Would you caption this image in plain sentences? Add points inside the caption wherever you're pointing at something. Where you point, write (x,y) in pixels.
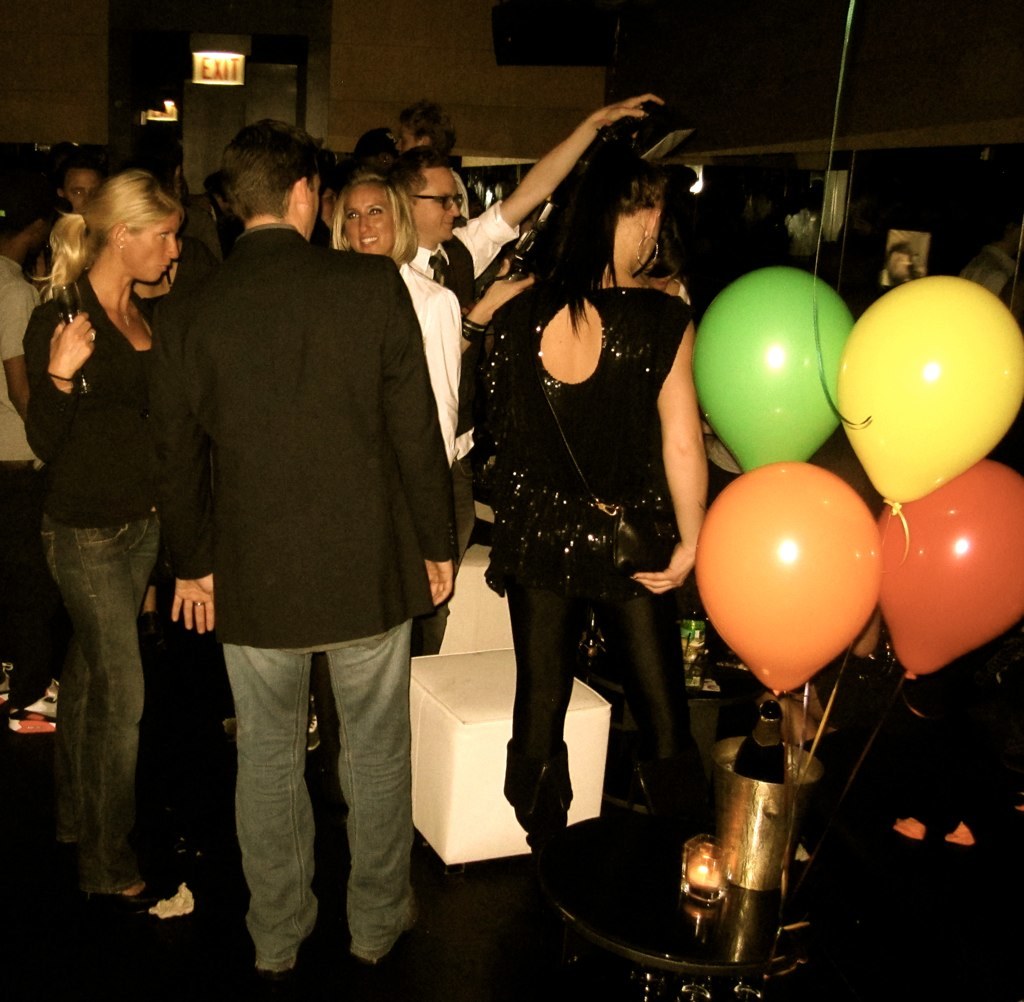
In the picture I can see women (154,535) and men (272,635) are standing, here I can see a table (642,902) upon which candle (696,874), bottle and balloons (980,396) of different colors are kept. The background of the image (18,371) is dark, where I can see a few more people (458,267) standing and I can see exit board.
